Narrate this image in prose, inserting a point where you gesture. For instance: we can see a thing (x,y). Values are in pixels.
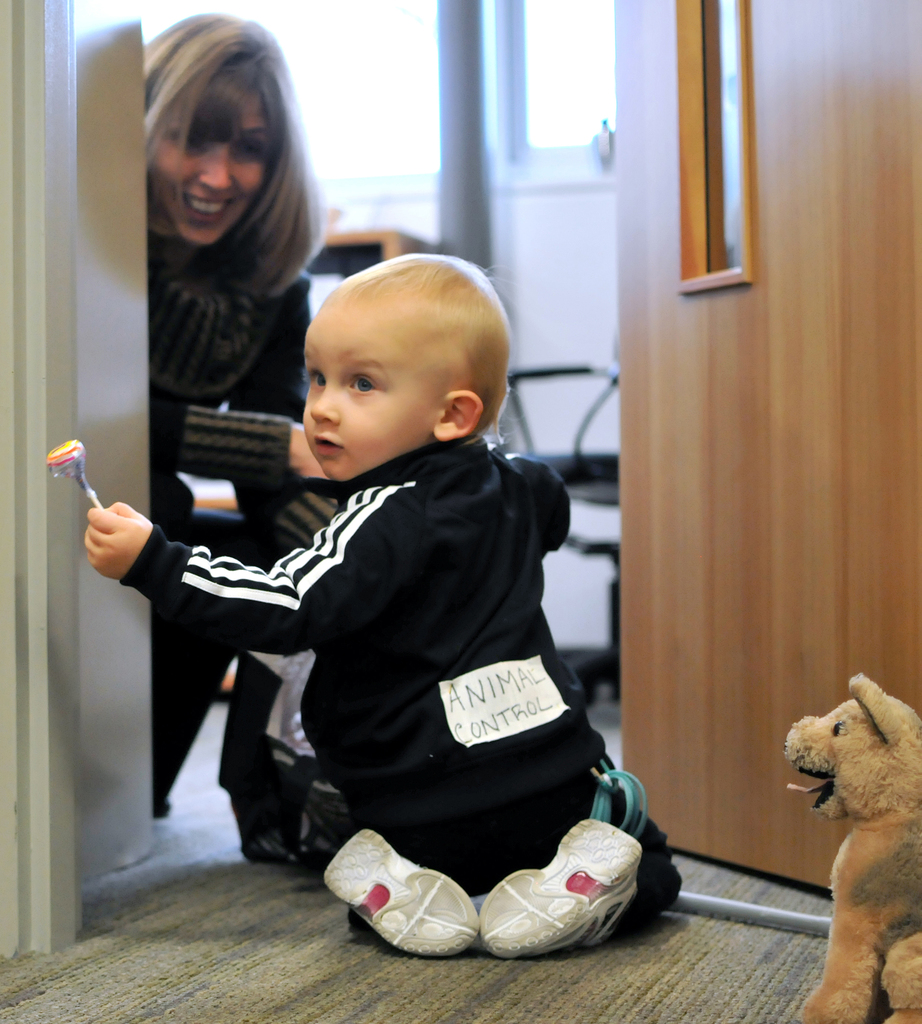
In this picture we can see a small boy (393,601) wearing black jacket (407,652) and sitting on the flooring mat (513,986). Behind we can see the wooden door (642,502) and a woman (176,381) looking to him and smiling. In the background (273,15) there is a white wall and glass windows (413,147).
